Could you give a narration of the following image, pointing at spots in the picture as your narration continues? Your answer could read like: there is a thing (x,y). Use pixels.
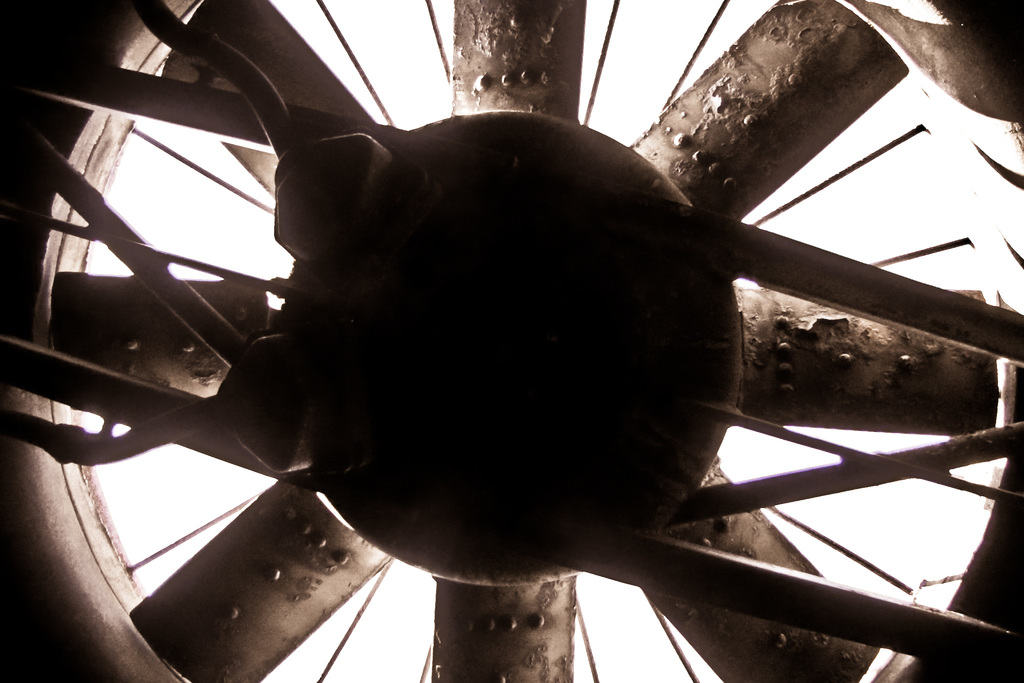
In this image we can see a fan (375,537). The background (172,222) is white.
